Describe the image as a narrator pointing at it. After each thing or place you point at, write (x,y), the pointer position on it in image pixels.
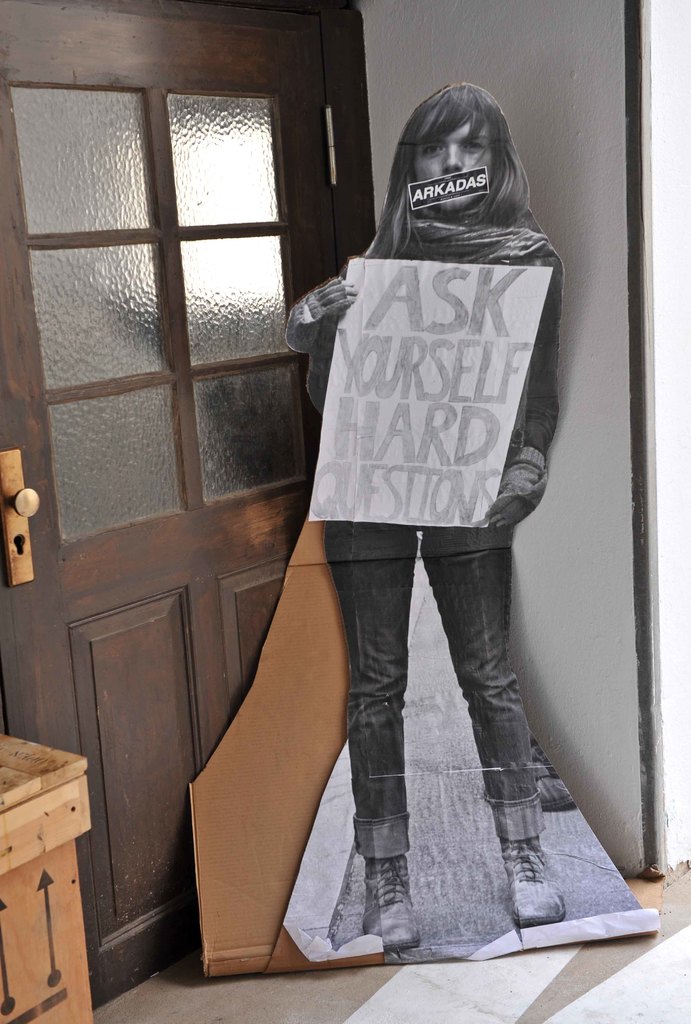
In this picture we can see one board (446,656) placed beside the door (60,651) and the wall (587,551).
